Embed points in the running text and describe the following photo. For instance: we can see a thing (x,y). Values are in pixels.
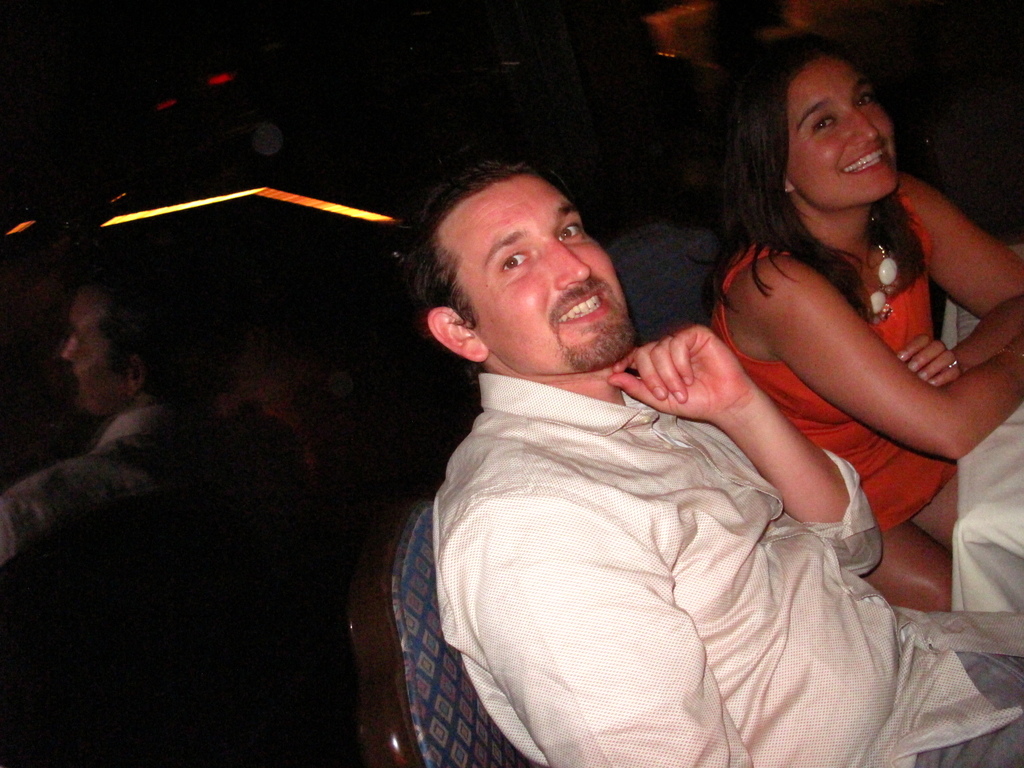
Here in this picture we can see man (630,364) and a woman (733,277) sitting on chairs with a table (968,513) in front of them and we can see both of them are smiling and behind them we can see a glass (345,175), on which we can see reflection (86,379) of them.
